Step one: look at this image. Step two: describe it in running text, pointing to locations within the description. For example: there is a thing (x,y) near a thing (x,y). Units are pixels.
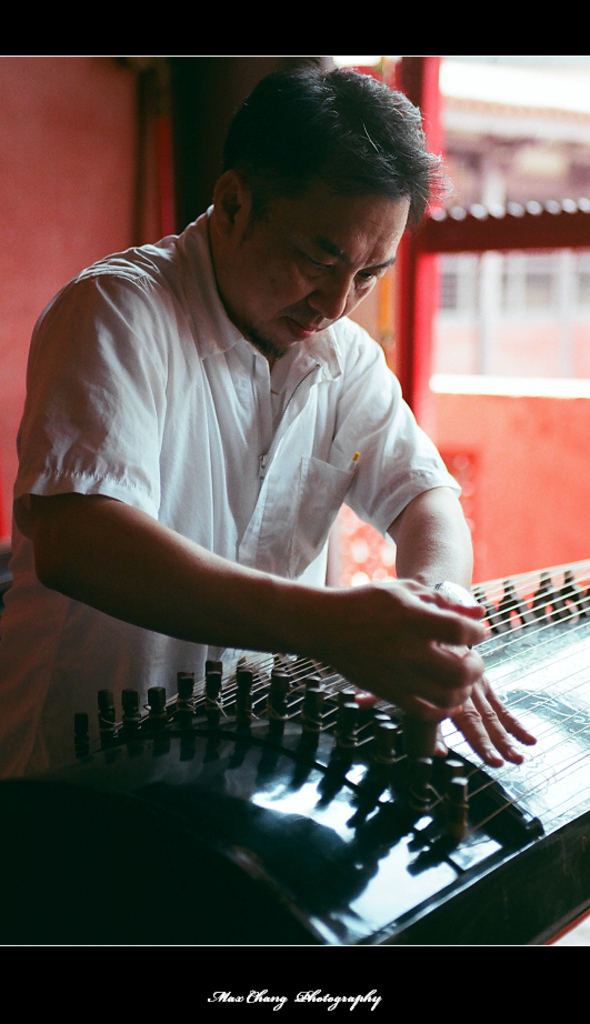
In the image we can see a man (254,379) wearing clothes (66,442). Here we can see the musical instrument (316,775) and the background (498,242) is slightly blurred.
